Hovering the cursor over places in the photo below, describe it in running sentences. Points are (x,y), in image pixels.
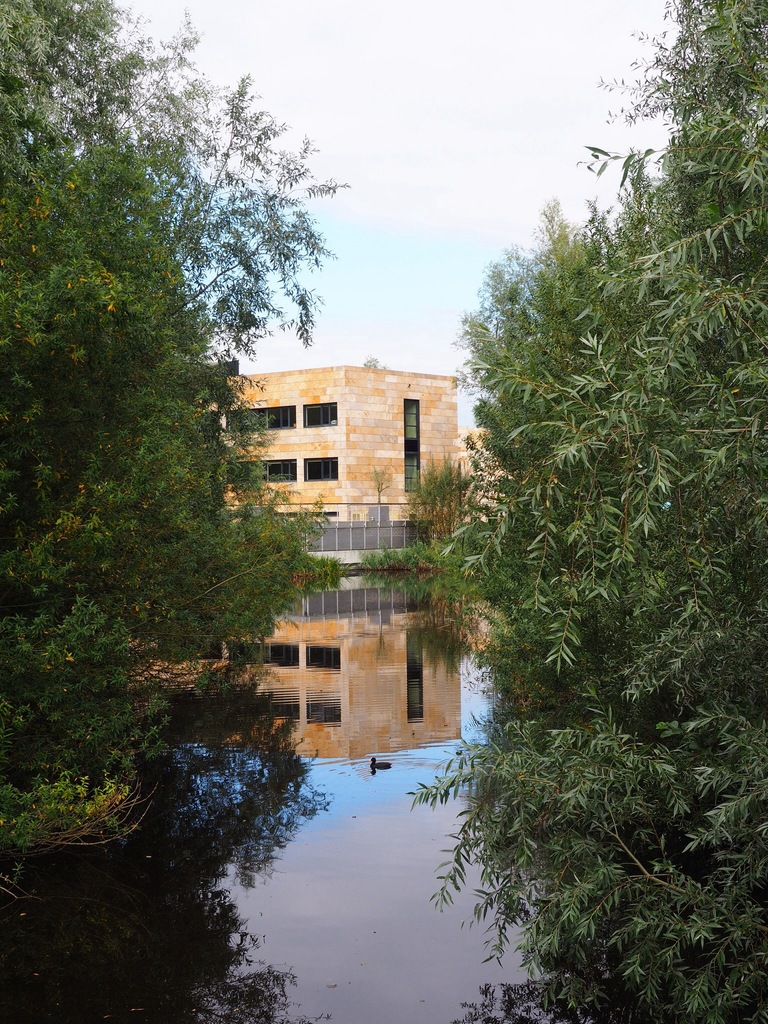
At the bottom of the picture (371,825), we see water (387,799) and this water (364,792) might be in the pond (324,714). On either side of the picture, there are trees (16,766). In the background (364,479), we see a building (311,487). At the top of the picture (357,180), we see the sky (318,181).
